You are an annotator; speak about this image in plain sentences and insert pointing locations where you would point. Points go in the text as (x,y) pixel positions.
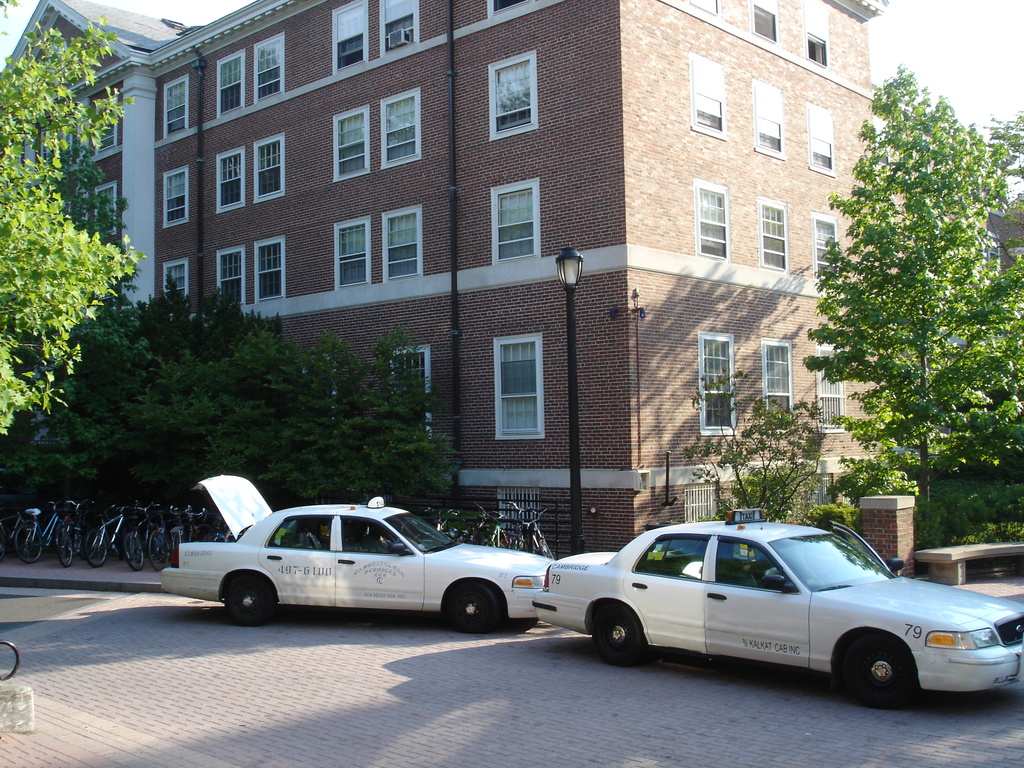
In this image in the center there are two cars (377,558) and some cycles (510,513), in the background (449,342) there are buildings (508,258), trees (130,322), poles (567,287), lights (576,273). At the bottom (223,691) there is walkway (560,723), and in the background (707,515) there is a railing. At the top of the image (931,8) there is sky (876,39).
